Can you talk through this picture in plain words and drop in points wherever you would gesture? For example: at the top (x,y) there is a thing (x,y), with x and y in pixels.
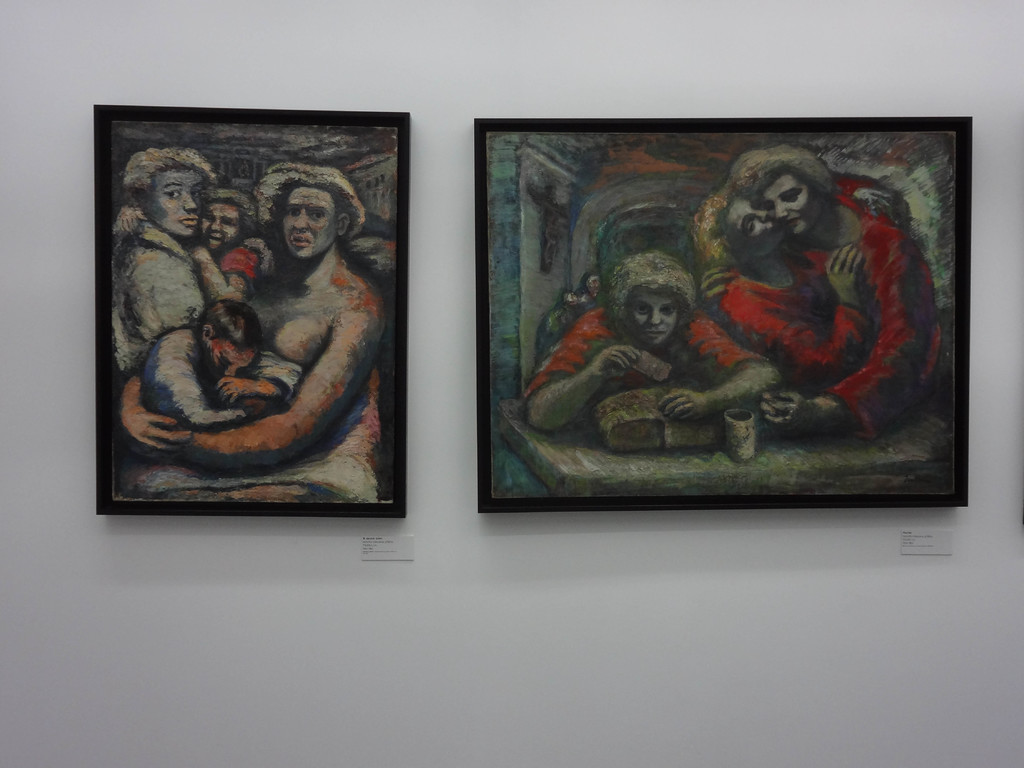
There are two photo frames (580,320) having paintings (566,216) of the persons (840,247). And these photo frames (139,138) are attached to a white color wall (417,29).
